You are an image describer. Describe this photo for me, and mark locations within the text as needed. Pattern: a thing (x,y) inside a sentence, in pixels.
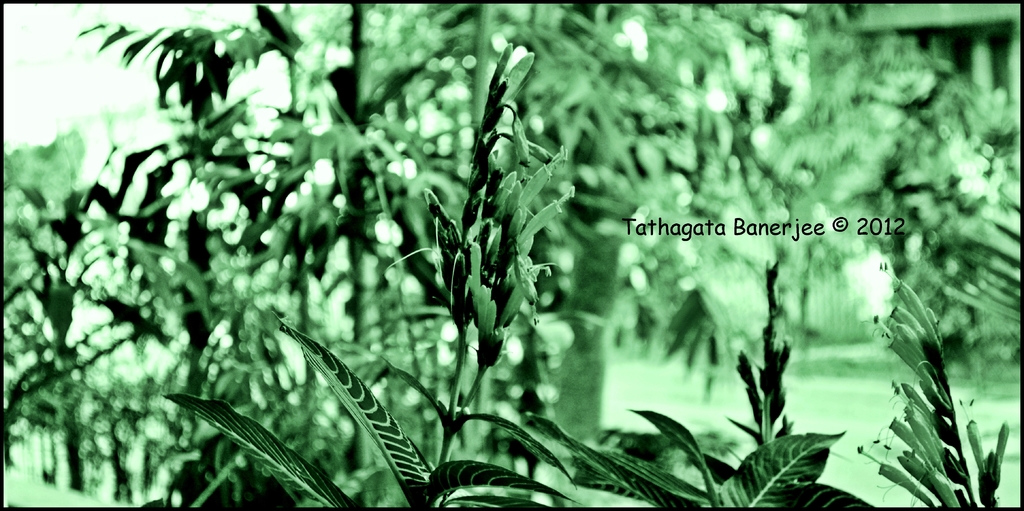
It is an edited image, there are different types of plants (470,235) and trees (387,118) are captured in the picture.
